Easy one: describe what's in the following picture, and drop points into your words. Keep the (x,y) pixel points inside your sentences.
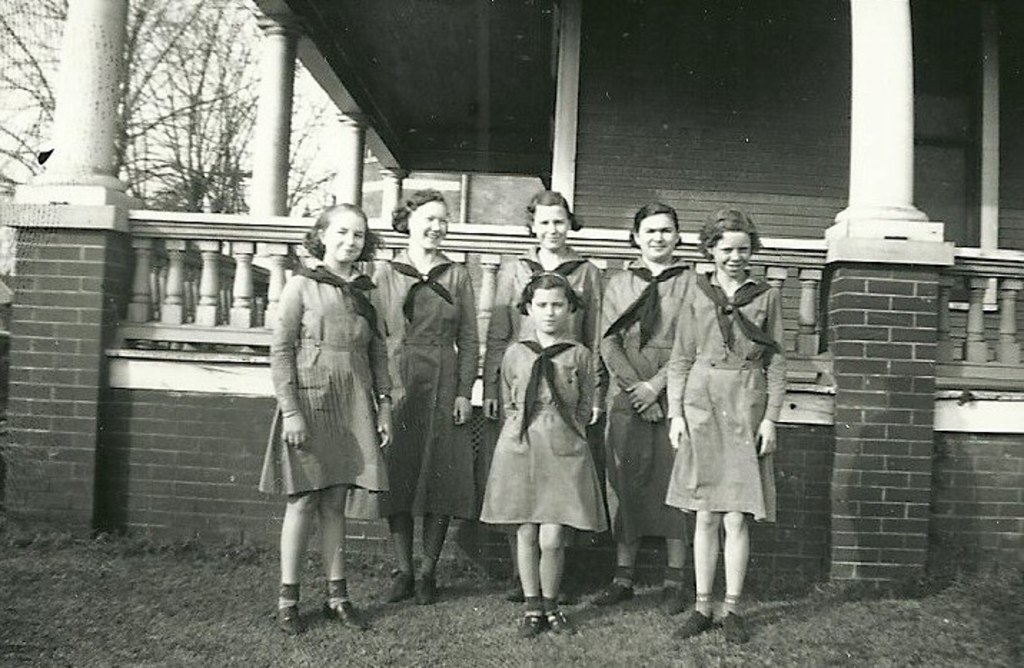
In the image we can see there are girls (419,344) standing and they are wearing scarf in their neck (560,330). Behind there is a building (395,109) and there are trees (233,121). The image is in black and white colour.
